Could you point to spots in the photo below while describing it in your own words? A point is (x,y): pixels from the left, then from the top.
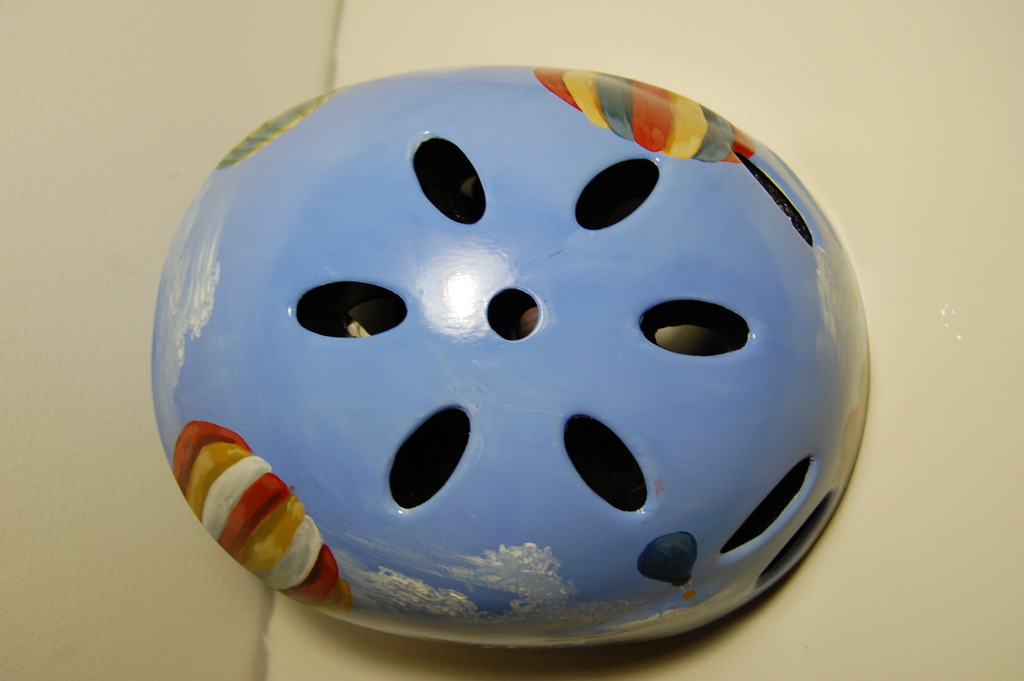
In the foreground of this image (655,277), there is an oval shape structure (498,221) on which there are paintings (670,363) which is placed on a cream surface (934,479).
